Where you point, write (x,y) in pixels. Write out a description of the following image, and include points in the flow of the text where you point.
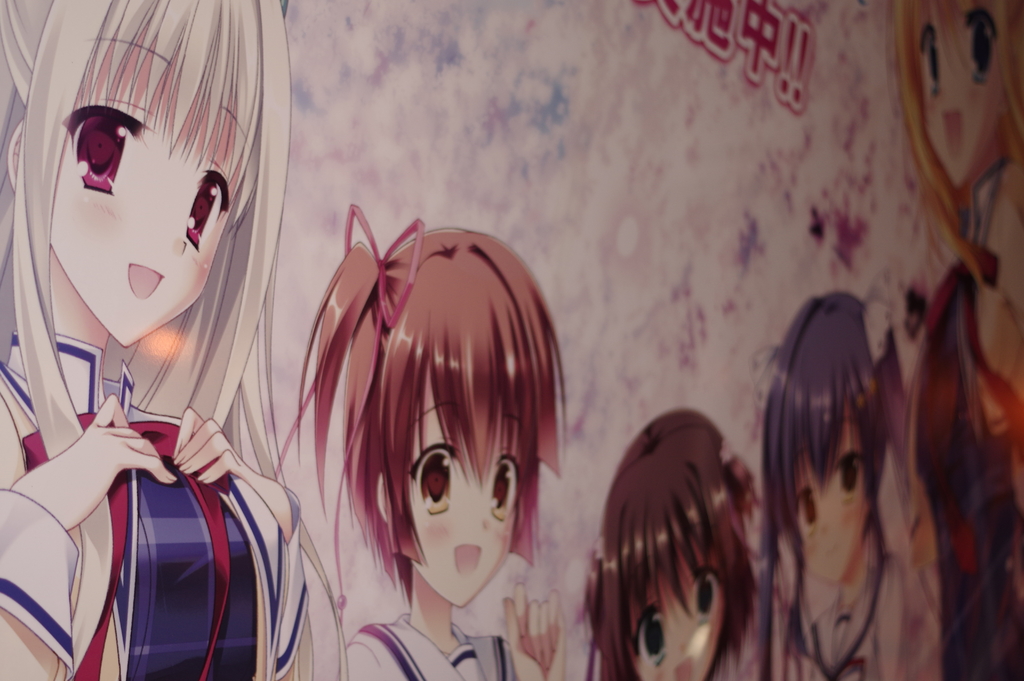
In this image there is some graffiti (406,456) of the persons (405,362) on the wall (642,239).
